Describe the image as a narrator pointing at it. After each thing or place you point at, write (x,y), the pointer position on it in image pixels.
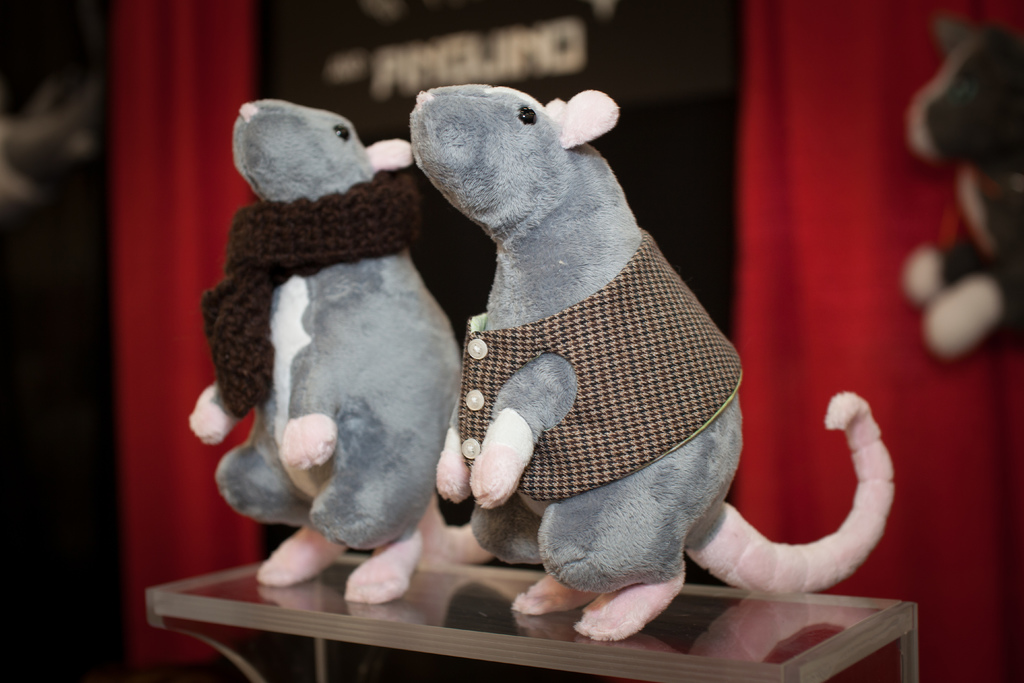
In the picture I can see two rat toys (500,289) which are placed on a stand (490,606) and there are some other objects (438,78) in the background (363,73).
